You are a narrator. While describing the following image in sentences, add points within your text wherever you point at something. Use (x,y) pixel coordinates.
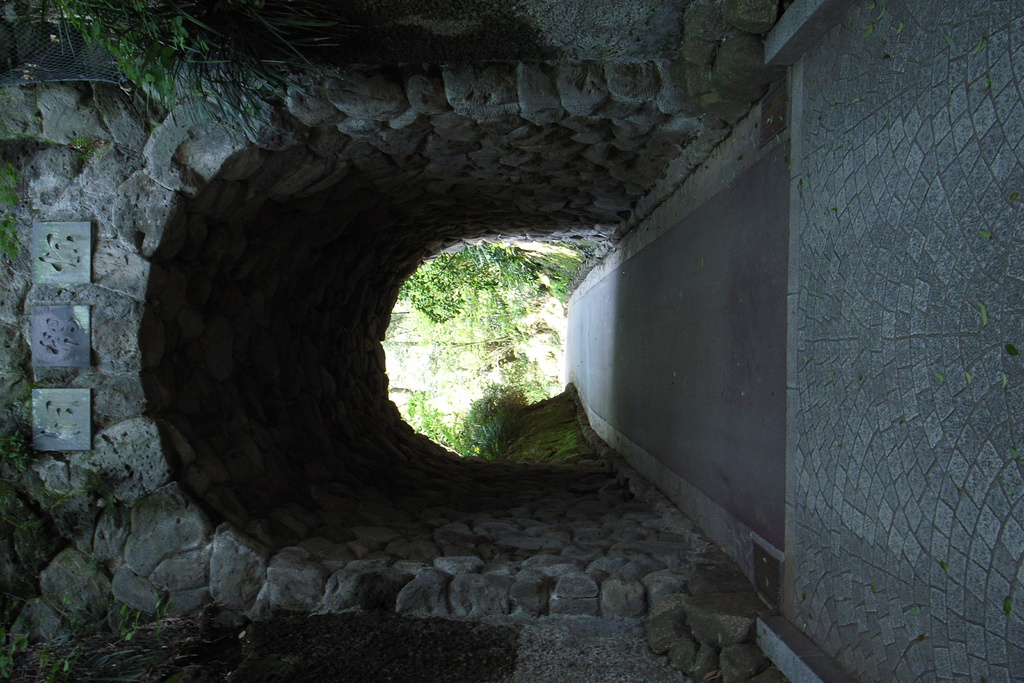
In this image there is a tunnel (592,238). At the bottom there is a road (645,381), through the tunnel (584,174) we can see that there are trees (503,333) on either side of the road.
